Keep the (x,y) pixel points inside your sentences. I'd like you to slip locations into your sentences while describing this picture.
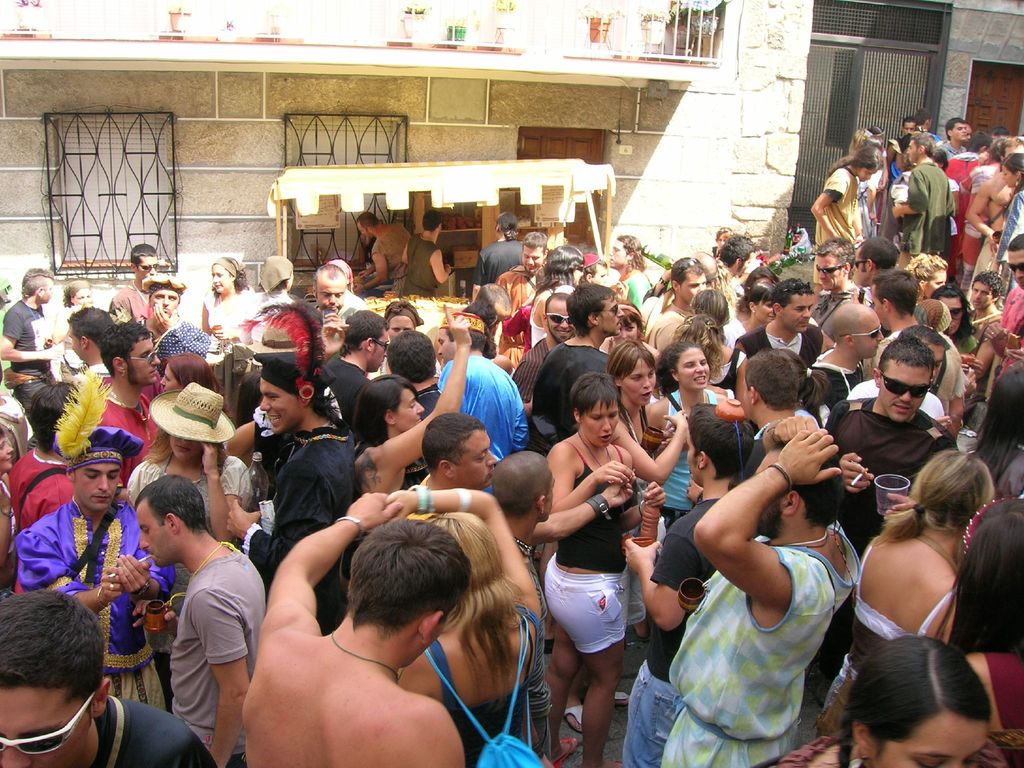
In the background (650,30) we can see plants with pots (707,42), windows (69,134) with grills (66,139) and people (517,224) standing. At the bottom portion of the picture (890,625) we can see people (892,315) standing. Among them few wore goggles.
